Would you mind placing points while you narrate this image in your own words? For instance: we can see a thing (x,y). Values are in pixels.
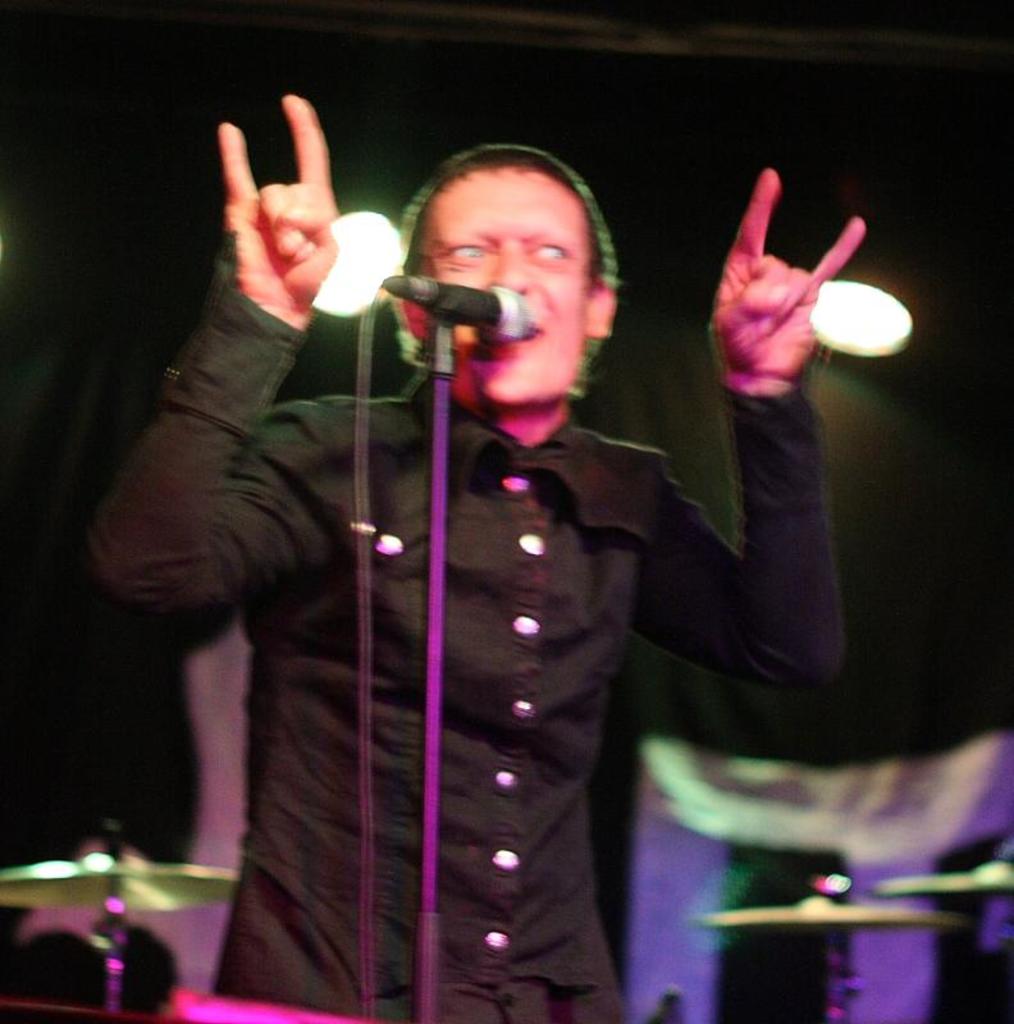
This image consists of a person (486,598) who is wearing black dress (483,708). Mike (428,610) is in front of him. There are lights (342,223) on the top (382,278). There are some musical instruments (939,879) in the bottom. They are behind him.
